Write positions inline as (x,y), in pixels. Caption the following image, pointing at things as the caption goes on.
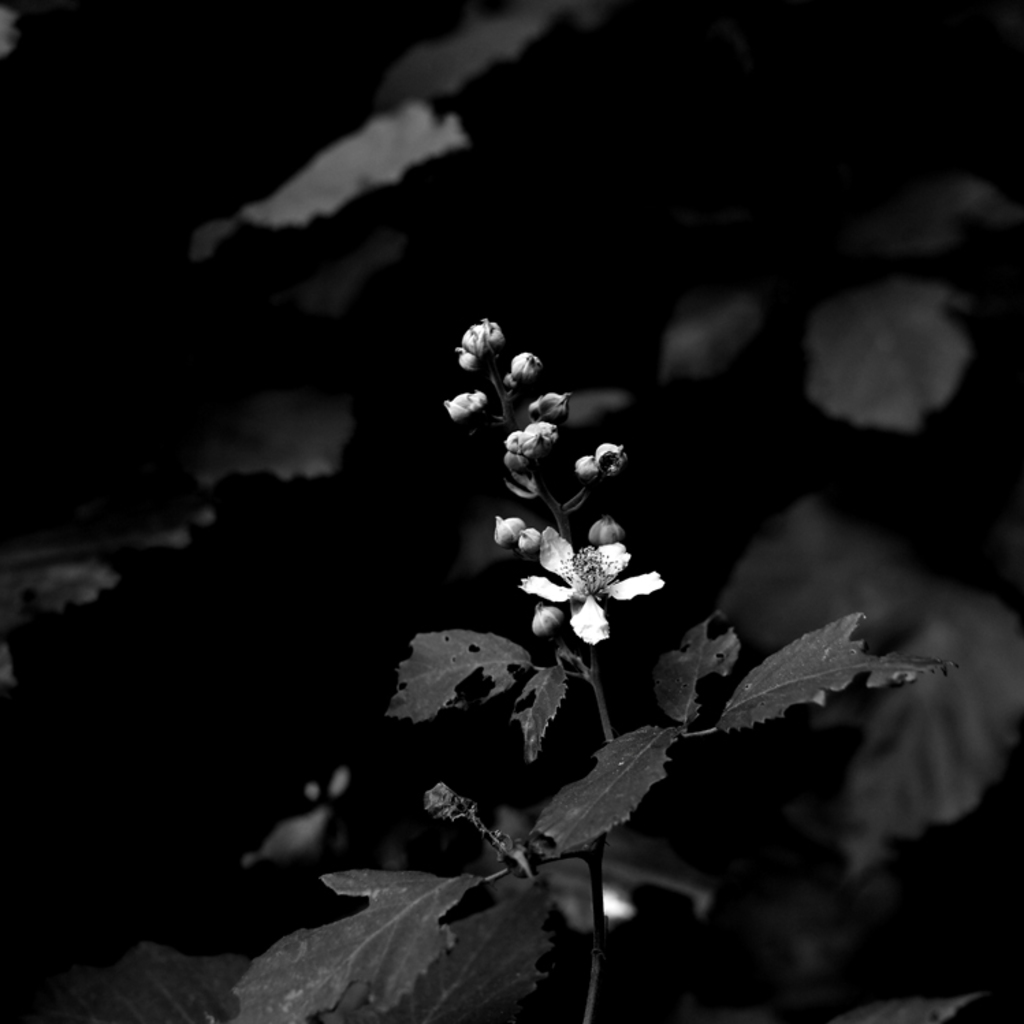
This is a dark image, we can see a flower (577,611) and we can see some leaves (587,801).
